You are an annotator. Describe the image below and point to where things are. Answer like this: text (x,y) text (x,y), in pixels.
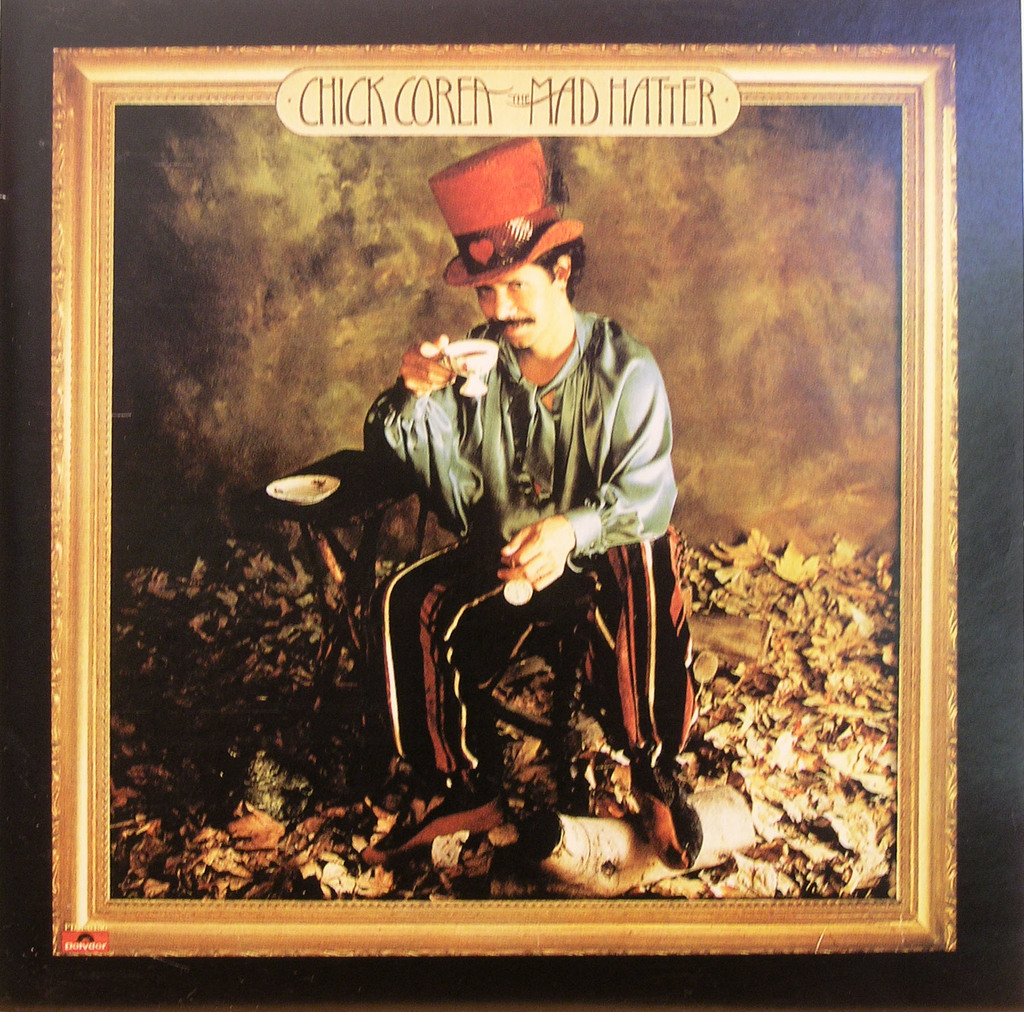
This is a picture frame where we can see a person (537,483) holding a cup (466,382) with some drink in one of his hands (417,386) and an object (515,601) on the other hand (558,558), there we can also see leaves (176,612), some objects (566,847) on the ground (709,771), we can also see a plate (313,493) on a table (356,498) behind the person (452,579) and some text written on the frame.
